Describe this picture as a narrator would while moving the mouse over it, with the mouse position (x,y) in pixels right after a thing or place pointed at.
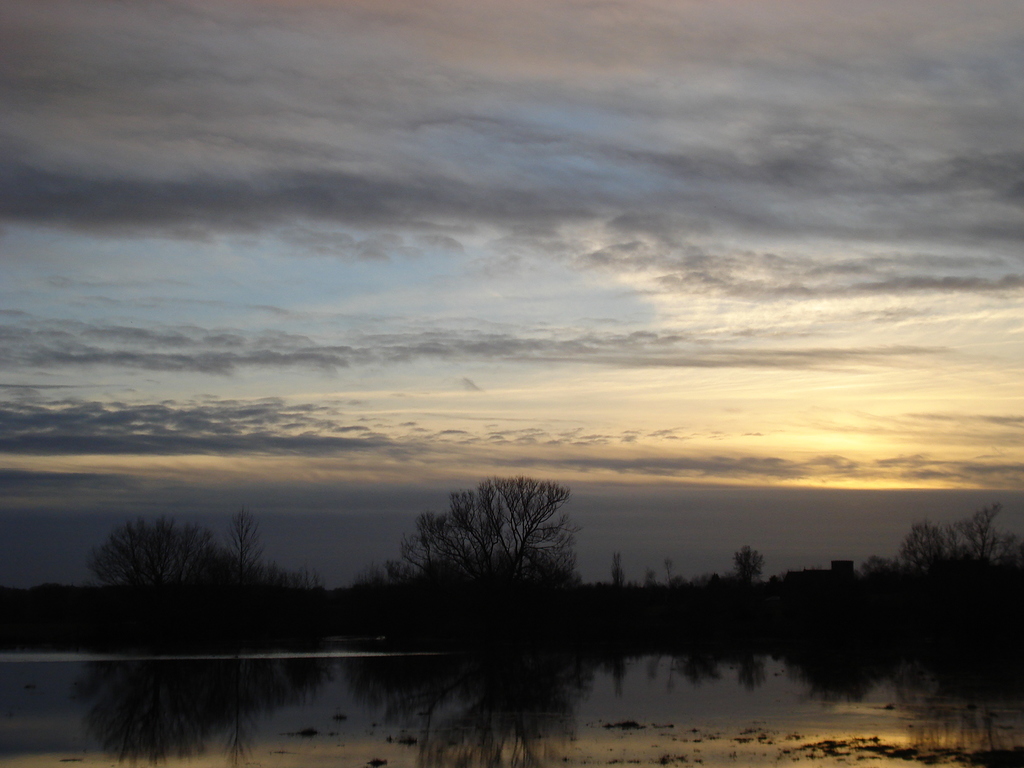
In this picture we can observe some trees (358,583) and a lake (453,710). In the background (374,502) there is a sky (321,436) with some clouds (393,370).
